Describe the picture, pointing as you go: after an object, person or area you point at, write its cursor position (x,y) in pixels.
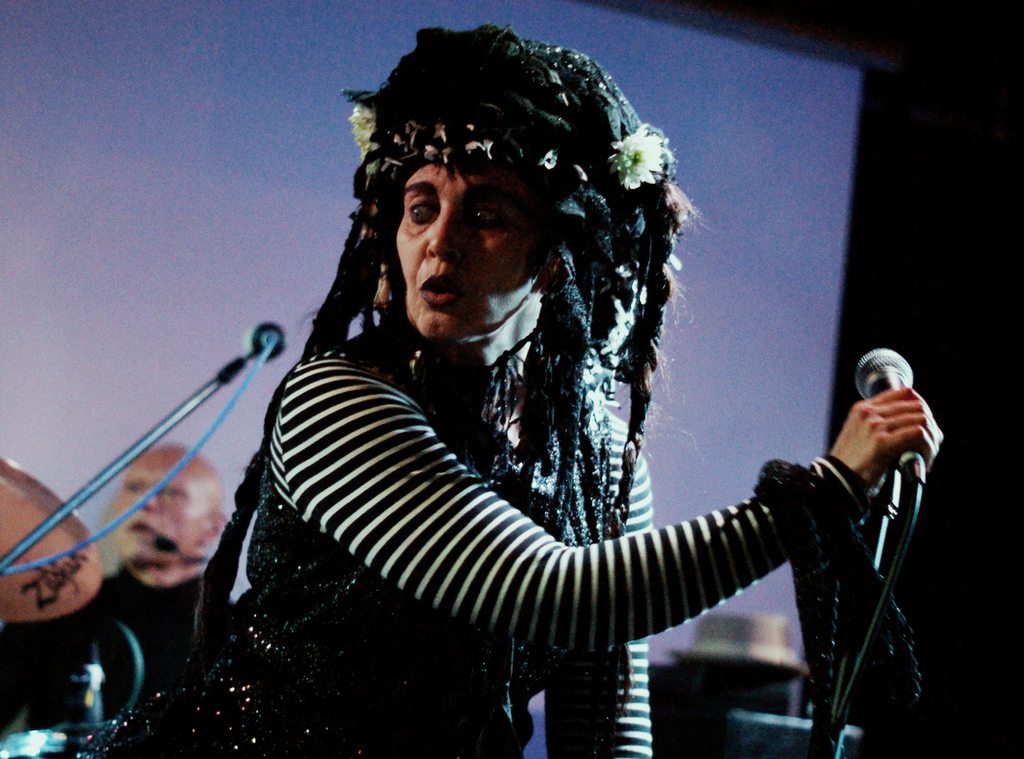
This woman (467,402) wore black dress (414,604) and holding mic (883,390). This is mic (260,337) with holder (78,493). Far a person (142,569) also wore a black t-shirt (162,642). Background (753,278) is in blue color.
